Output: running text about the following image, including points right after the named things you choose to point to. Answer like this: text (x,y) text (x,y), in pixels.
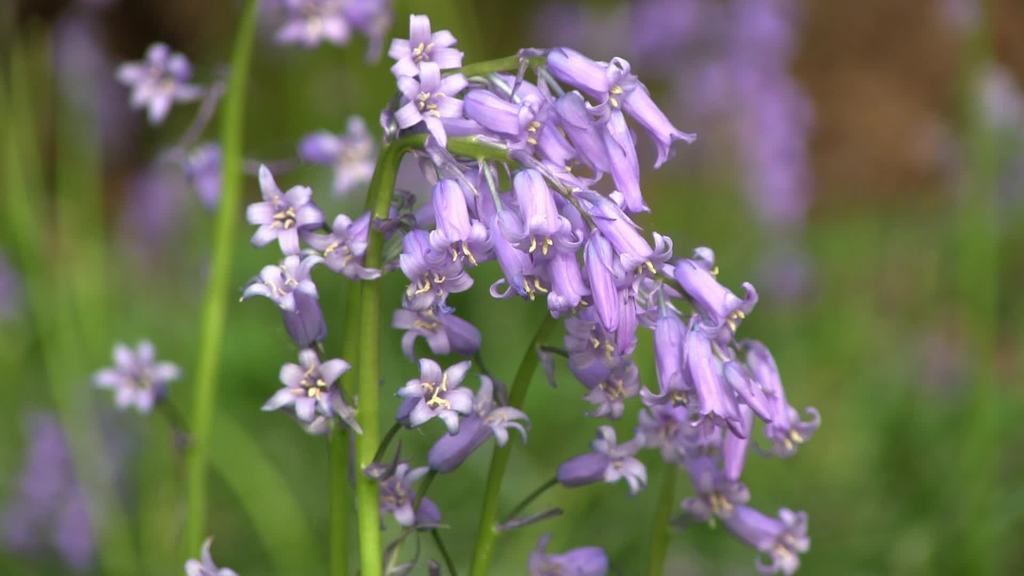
In this image we can see there is a plant (334,421) with flowers (714,457).
